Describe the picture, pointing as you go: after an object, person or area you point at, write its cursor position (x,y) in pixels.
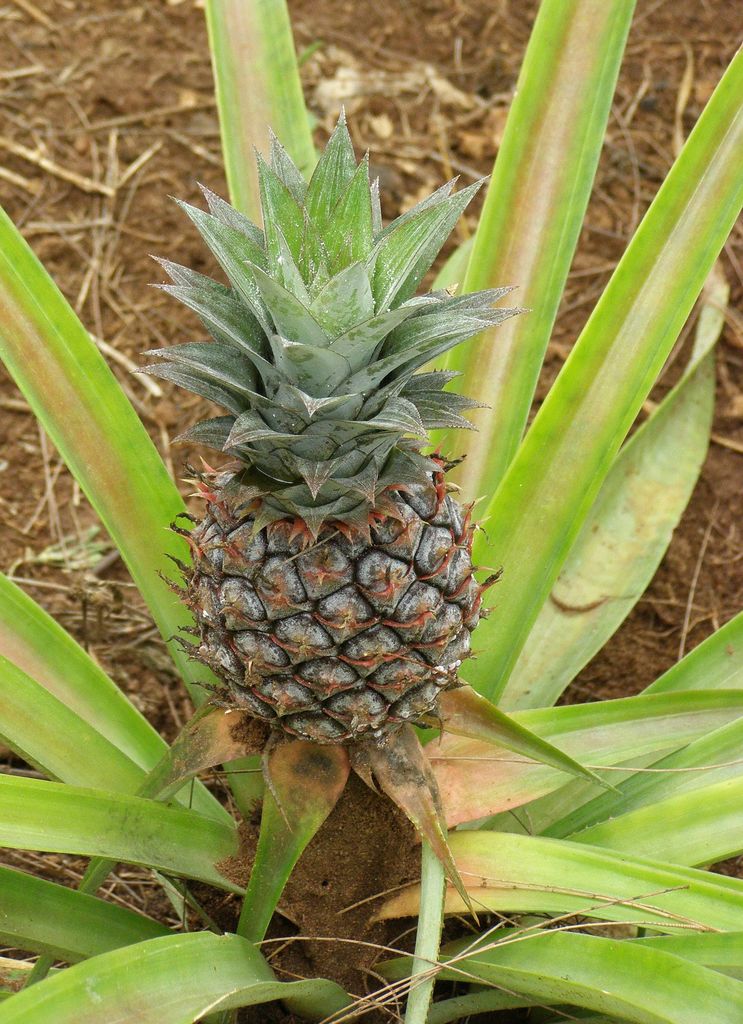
In this image in the front (355,574), there is a fruit (265,615) and there is a plant (102,695). In the background (116,194) there is dry grass (196,155).
